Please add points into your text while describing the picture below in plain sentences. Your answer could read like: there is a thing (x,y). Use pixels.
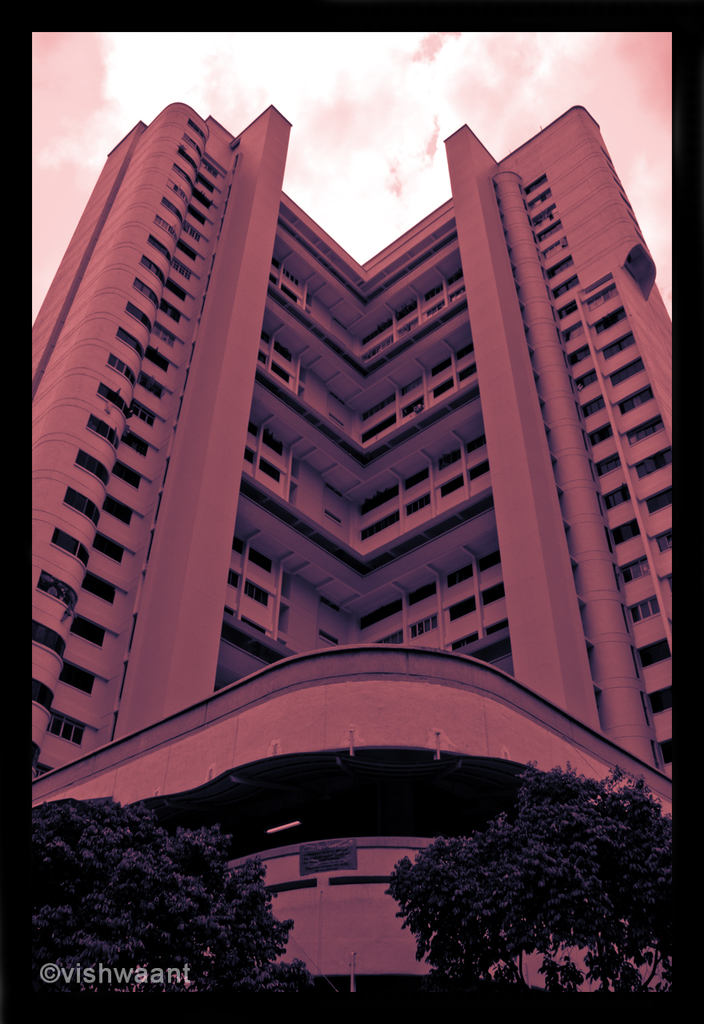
In this image, I can see the building (240,360) with the windows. These are the trees (188,910) with the branches (493,893) and leaves (179,903). Here is the sky (344,243). This is the watermark (114,969) on the image.
